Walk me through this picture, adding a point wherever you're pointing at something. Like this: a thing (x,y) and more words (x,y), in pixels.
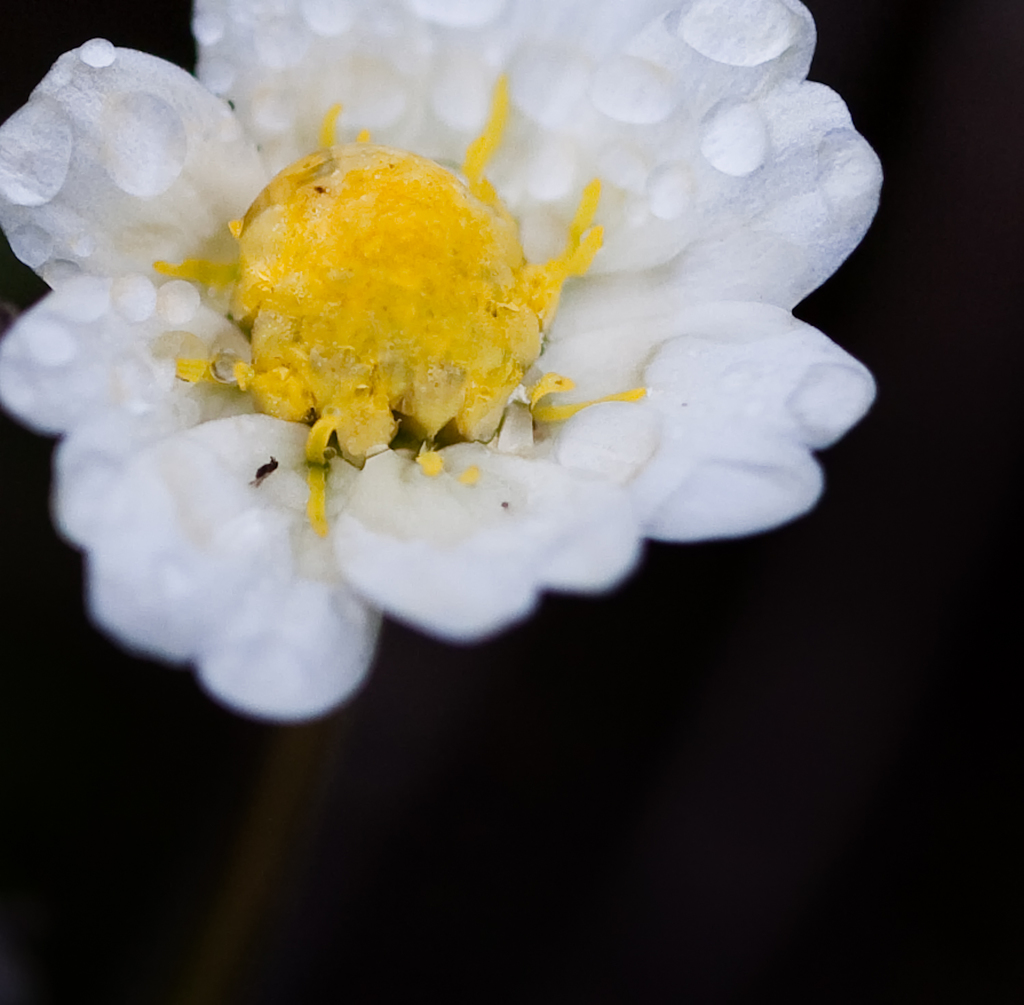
In this picture there is a white color flower (506,174) and there are water droplets (131,151) on the flower (648,268). At the back (938,296) there is a black background (440,978).
